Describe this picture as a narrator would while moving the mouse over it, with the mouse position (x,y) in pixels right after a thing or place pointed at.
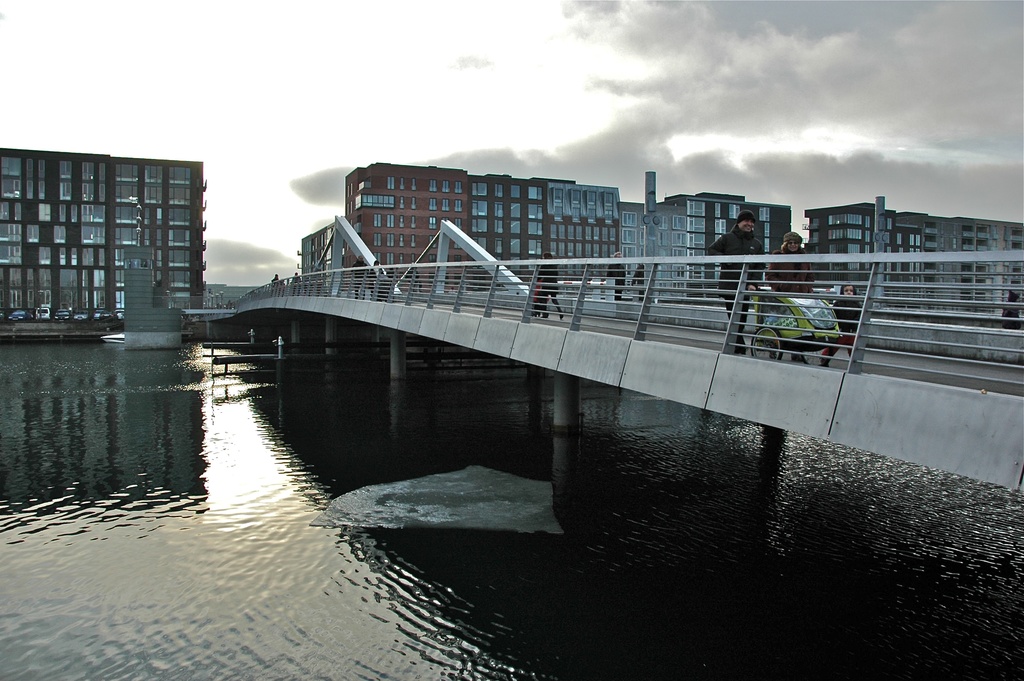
In this image there is water (514,406) at the bottom (100,613). There is a bridge (473,347) with metal railing (1000,388), people (1014,309) and buildings (327,259) in the right corner (1022,293). There are buildings (3,151) and vehicles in the background (223,287). And there is a sky (494,39) at the top (321,46).
